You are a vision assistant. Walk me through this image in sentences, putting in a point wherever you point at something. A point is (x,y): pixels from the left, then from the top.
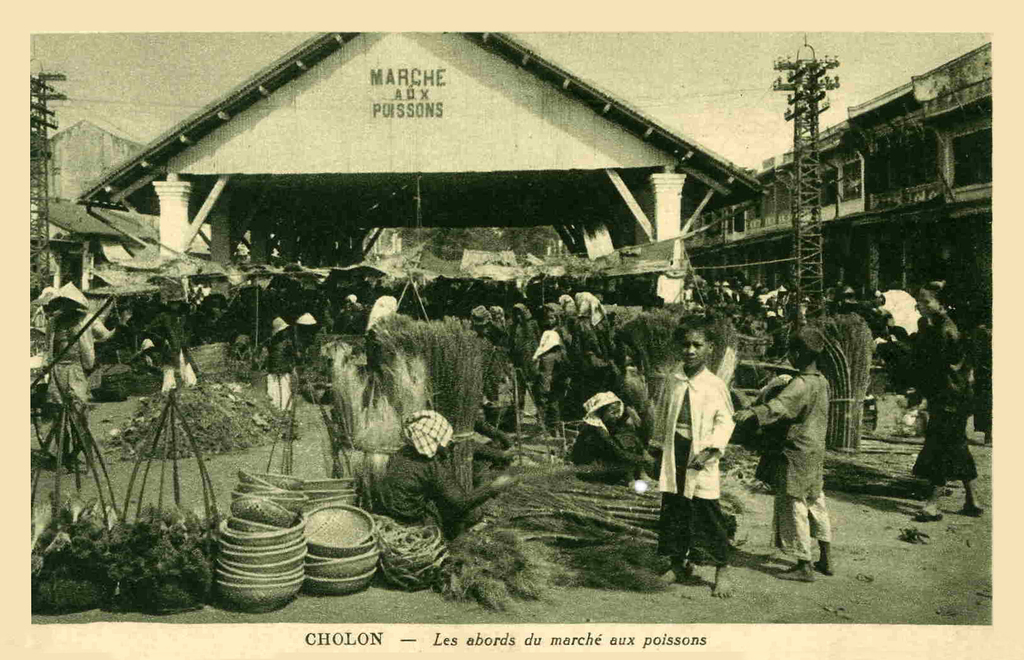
This is a black and white poster, we can see a house (343,249), buildings (75,229), persons (149,352), poles (32,237) and other objects (140,277).
